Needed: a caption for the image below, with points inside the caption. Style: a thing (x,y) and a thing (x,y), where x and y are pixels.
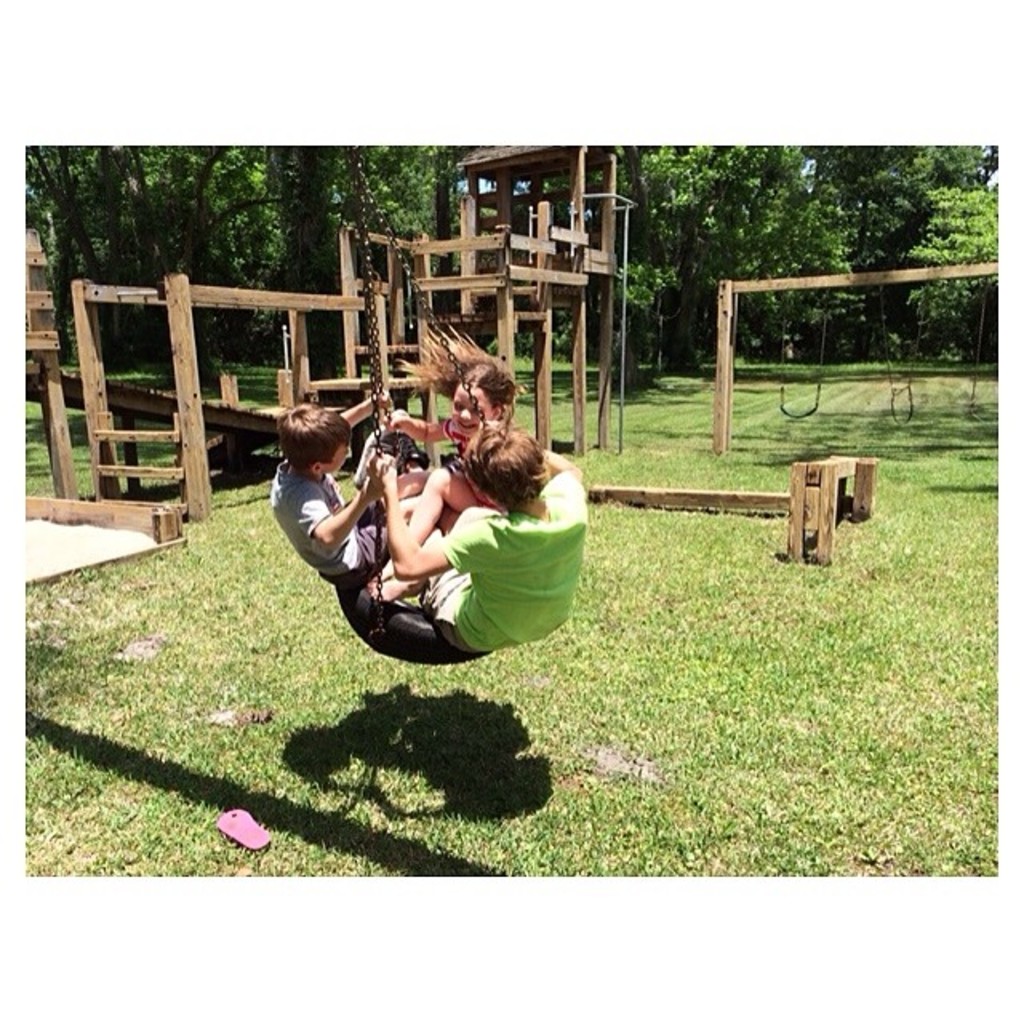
In this picture we can see there are three people (325,442) swinging and holding the chains (377,437). Behind the people (402,454) there are wooden object (418,277), swings (721,389) and trees (858,181).
